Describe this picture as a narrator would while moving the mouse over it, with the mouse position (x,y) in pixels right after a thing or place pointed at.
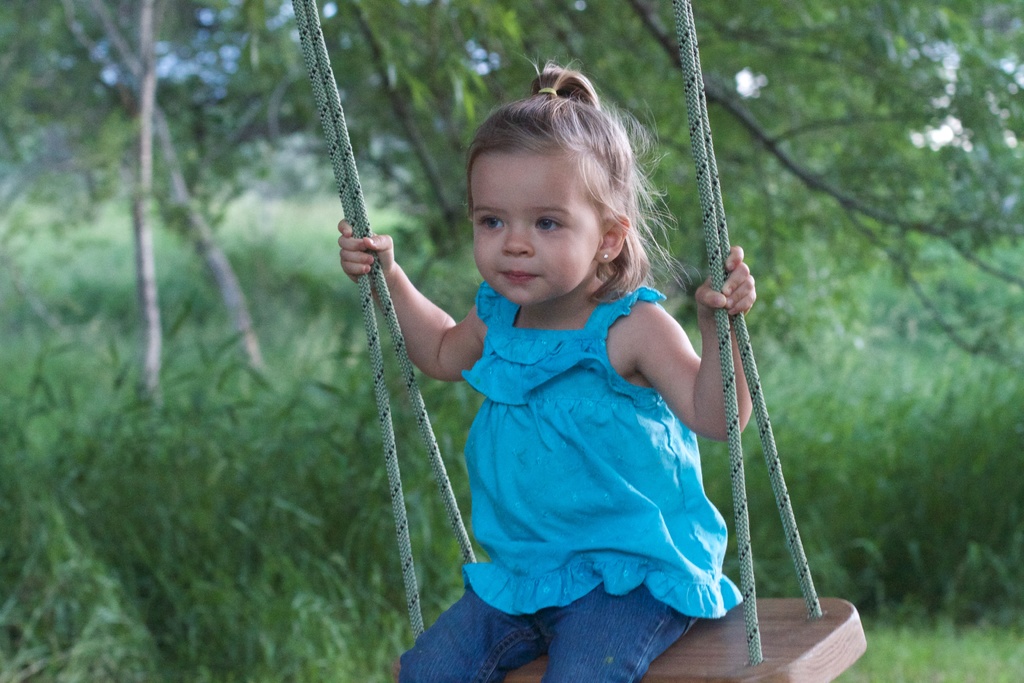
In the image there is a baby (646,330) in blue top (595,446) and jeans (588,661) sitting on a swing (745,498), in the back (696,229) there are trees (753,15) and plants (252,547) on the land (833,575).
